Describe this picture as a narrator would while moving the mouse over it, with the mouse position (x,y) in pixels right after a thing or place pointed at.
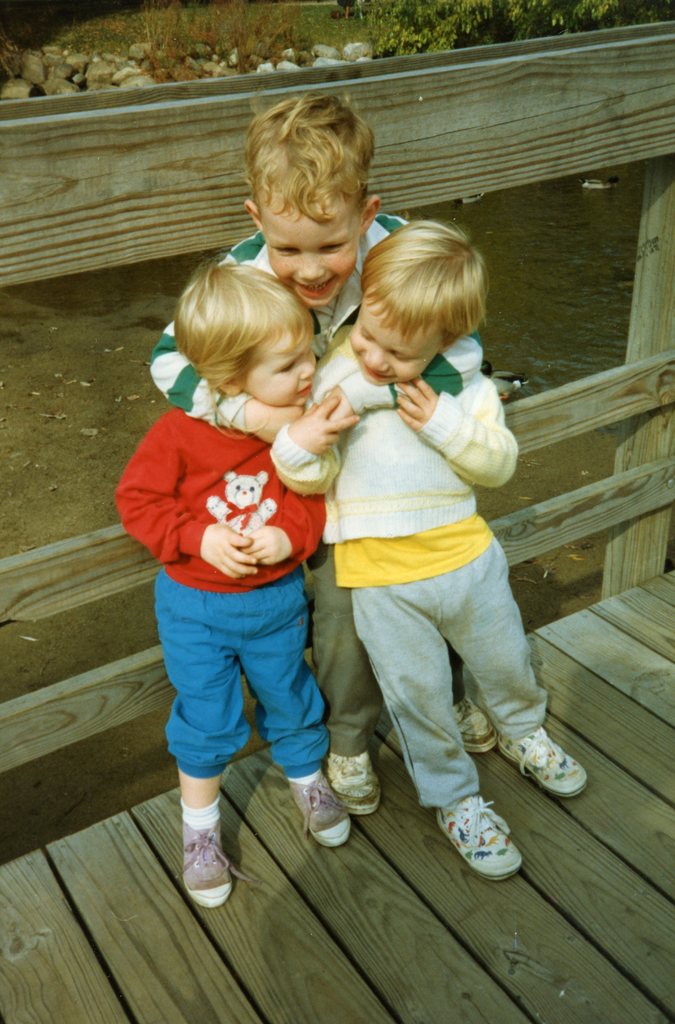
In this image there are three kids (365,554) standing on a wooden surface (151,963), behind them there is a wooden railing (242,118), in the background (523,282) there is water surface (489,279), stones (125,80) and plants (374,18).
